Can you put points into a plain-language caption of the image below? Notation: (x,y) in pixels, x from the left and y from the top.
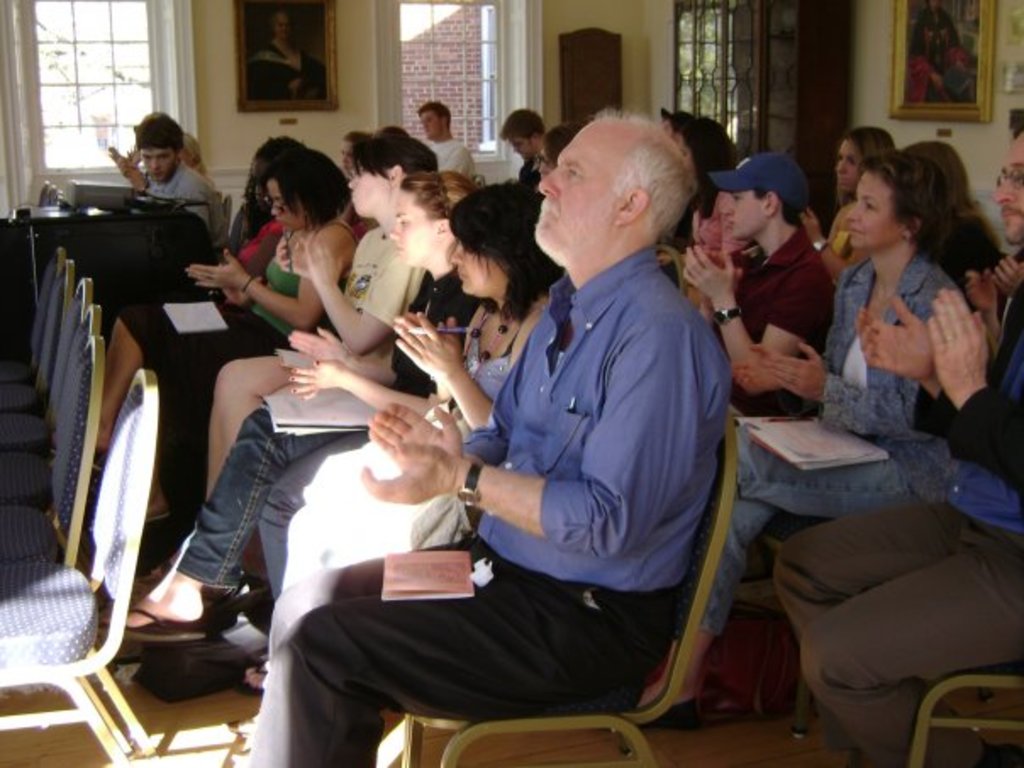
In this image I can see number of persons (491,394) are sitting on the chairs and I can see few books (435,561) in their laps (449,611). I can see few chairs (98,549) in front of them. In the background (131,261) I can see a table (118,249) with a projector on it, the wall (875,125), few photo frames (898,102) attached to the wall (369,73) and few windows (88,54) through which I can see few trees (687,88) and another building (449,88).
